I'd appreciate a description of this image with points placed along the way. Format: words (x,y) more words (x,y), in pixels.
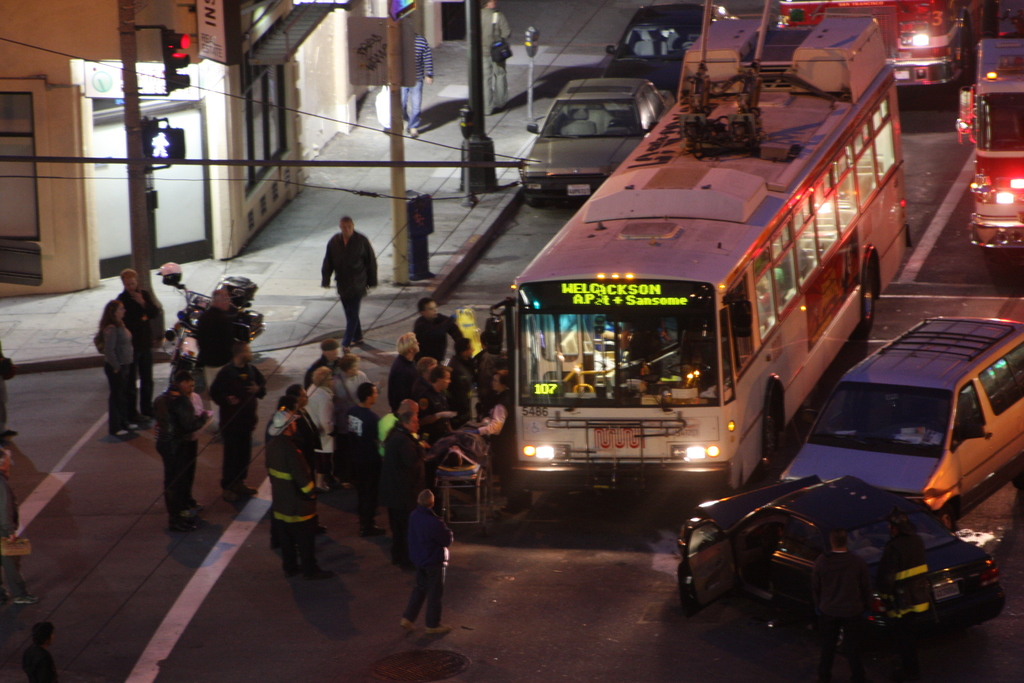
In this image we can see some vehicles (650,329) on the road (257,499), there are some poles (477,132), lights (167,71), people (304,431), windows (282,121), doors (157,180) and boards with some text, also we can see a building (202,139).
